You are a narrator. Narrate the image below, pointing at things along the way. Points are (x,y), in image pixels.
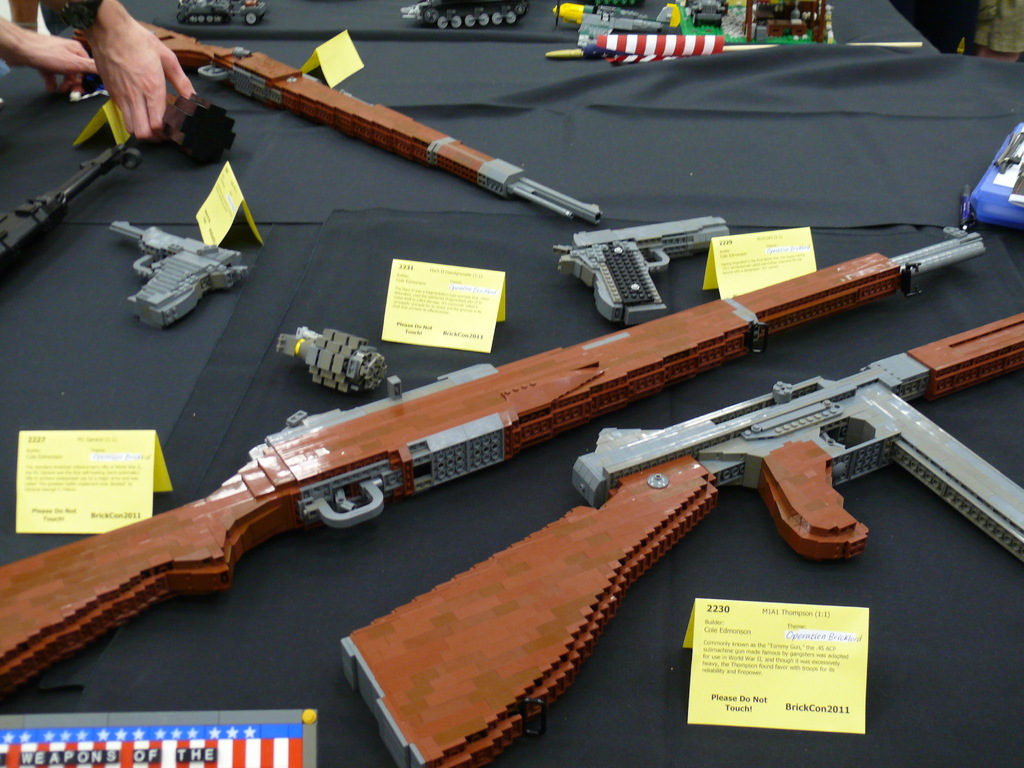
On the table (516,114) we can see guns (620,300), grenade bomb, cloth (764,171), papers (332,76) and other objects (1023,135). In the top left corner (187,81) we can see the person's hand (62,50) who are holding an object (198,149). In the bottom left corner (197,763) there is a board (209,757).
